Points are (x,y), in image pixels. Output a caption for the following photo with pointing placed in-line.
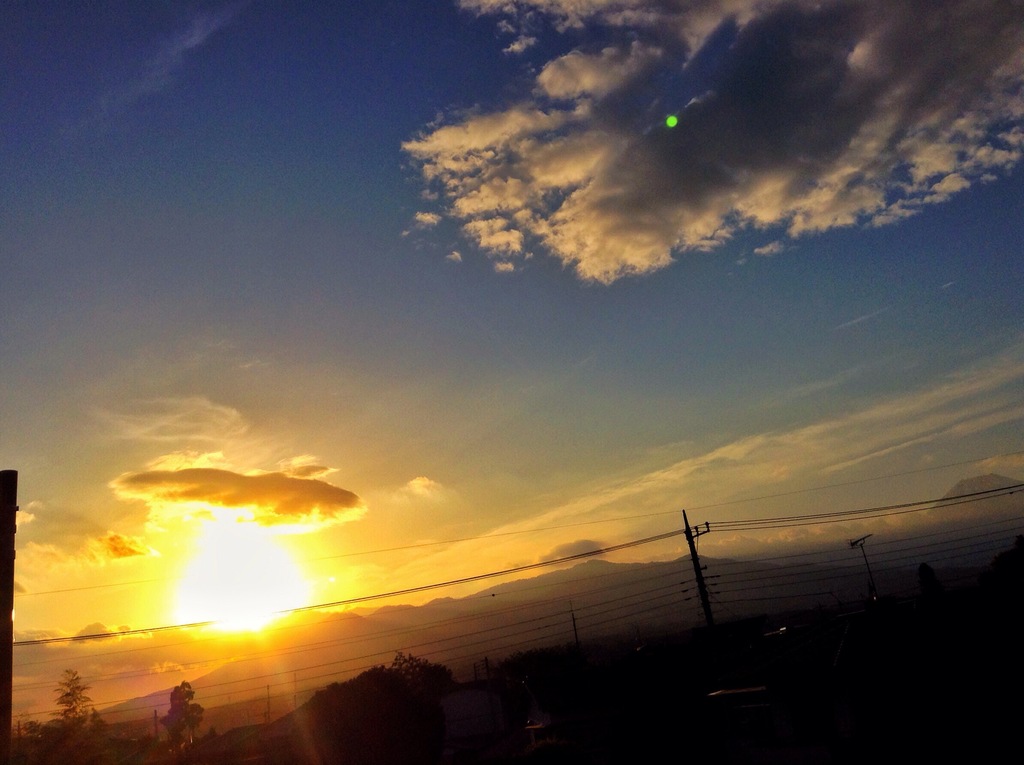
In this image we can see poles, wires (844,511), trees (88,698), and mountain (477,650). In the background (470,583) we can see sky (565,340) with clouds (605,129) and sun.
